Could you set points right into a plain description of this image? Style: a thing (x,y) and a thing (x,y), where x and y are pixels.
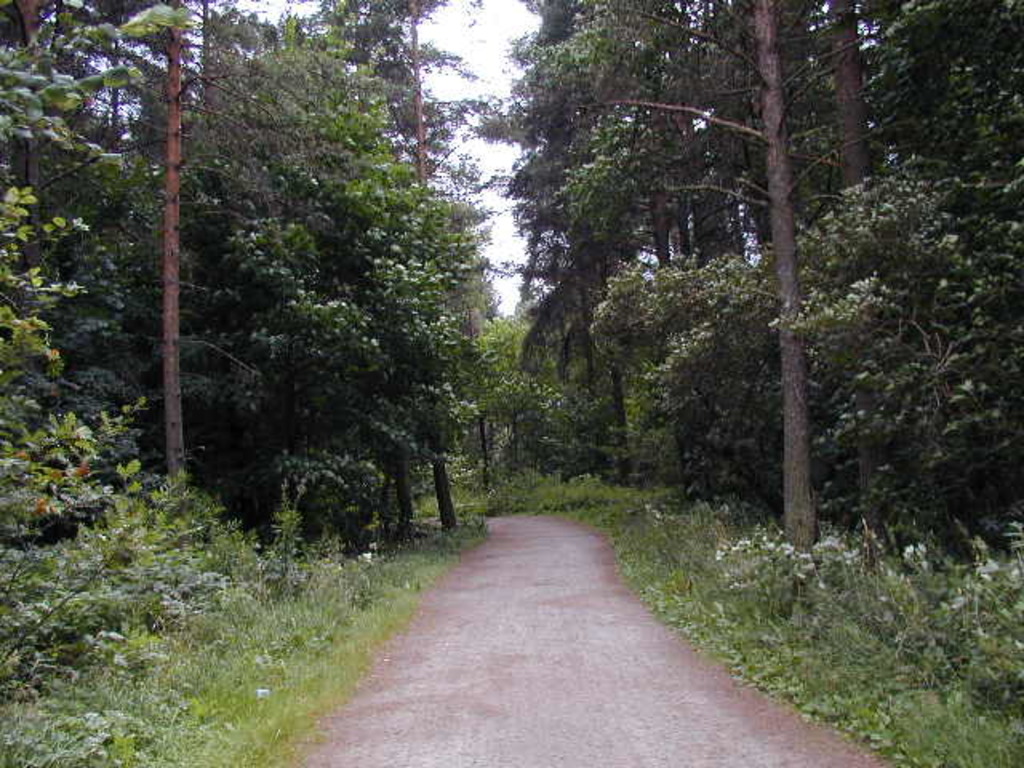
At the bottom of the picture (531,672), we see the road (524,623). On either side of the road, we see grass (309,628), plants (325,576) and trees (840,339). There are trees (668,326) in the background (522,212). This picture might be clicked in the garden (715,537).
